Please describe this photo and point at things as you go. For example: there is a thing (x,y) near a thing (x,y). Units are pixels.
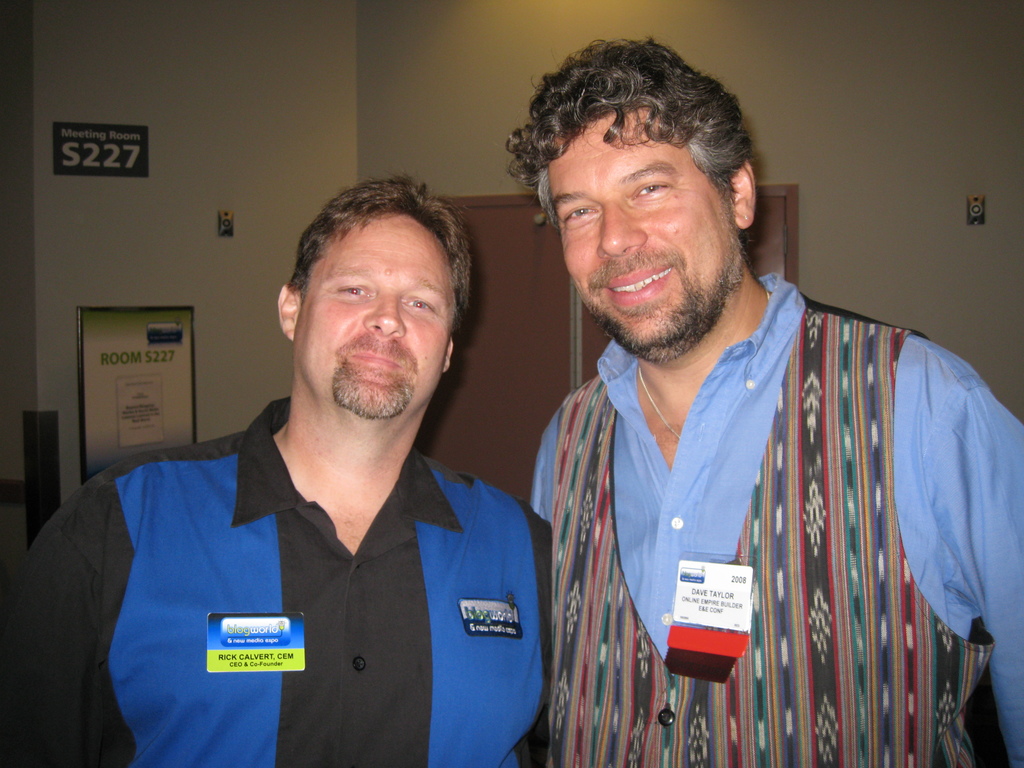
In this image, we can see two men (560,578) are seeing and smiling. Background (244,303) we can see doors (487,314), walls (273,294), board (172,370), stickers (74,166), some objects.
